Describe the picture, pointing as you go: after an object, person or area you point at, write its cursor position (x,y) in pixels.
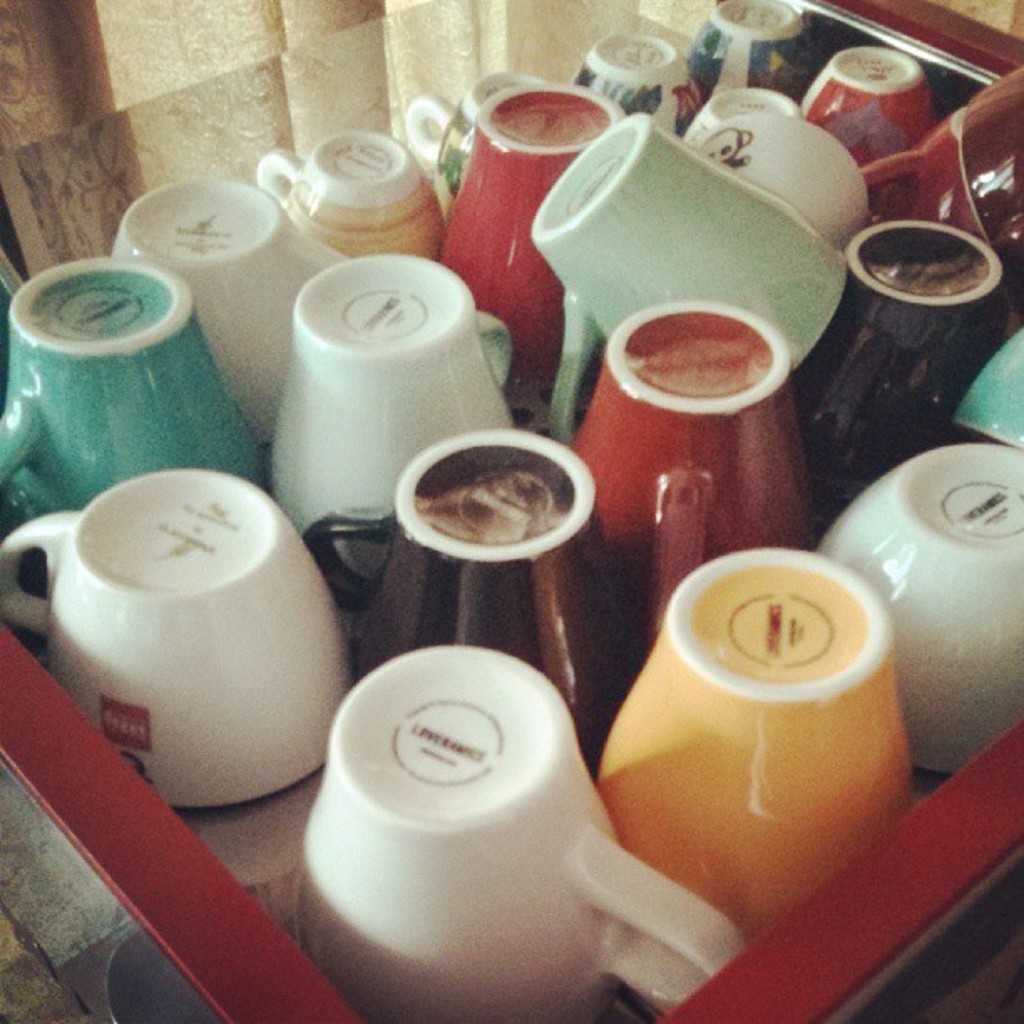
In this picture we can see colorful cups (325,658) on the platform (235,949) and we can see glass (15,840) and curtain (254,14).
